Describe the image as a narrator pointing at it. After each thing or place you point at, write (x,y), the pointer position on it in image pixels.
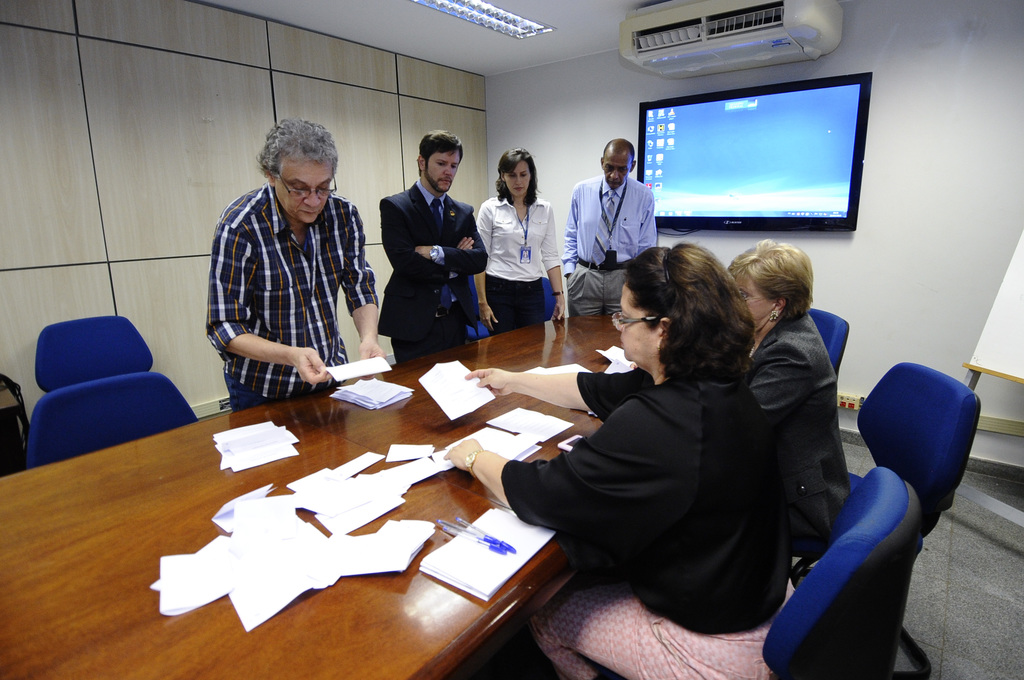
This picture is clicked inside the room (463,421). On the right (788,347) we can see the two persons (778,441) sitting on the chairs (905,430). On the left (259,238) we can see the group of persons (466,206) standing on the floor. In the center (522,347) we can see a wooden table (295,620) on the top of which papers (328,547), pens (445,527) and some objects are placed. In the background (488,127) we can see the wall (530,112), a television (642,107) and an air conditioner (715,35) and we can see the roof (595,26) and the ceiling lights (447,6) and we can see some other objects (1005,316) and the chairs (70,407).
